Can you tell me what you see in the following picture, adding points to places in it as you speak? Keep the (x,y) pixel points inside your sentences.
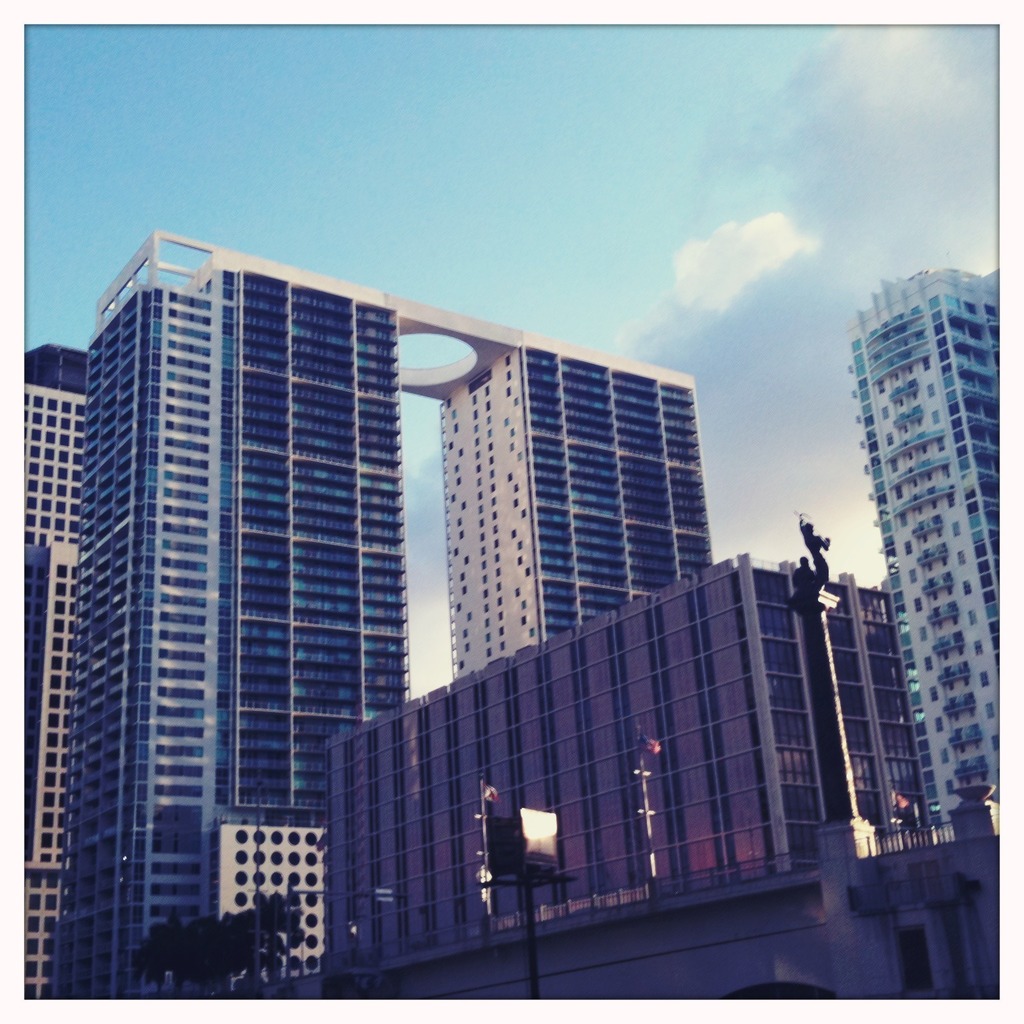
In this image I can see few buildings (457,527), few poles (643,780), the railing (889,833), few trees (173,931) and a statue (811,573) on the pole (814,612). In the background (730,184) I can see the sky (692,249).
